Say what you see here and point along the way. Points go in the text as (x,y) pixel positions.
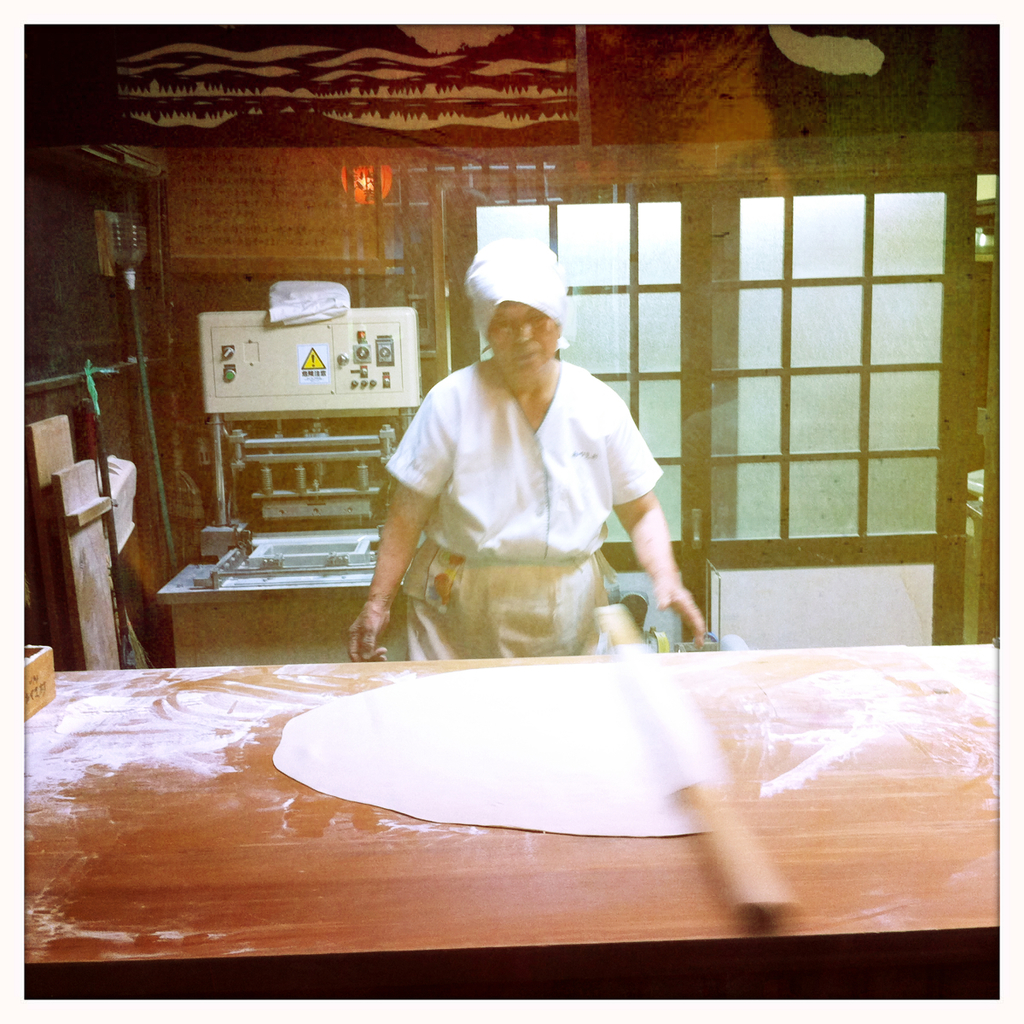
It is a kitchen (130,135), a woman (551,607) is making noodles (327,767) she is rolling the dough (506,719) on the table (442,979) in the background (238,433) there is a machine (367,430), right side (841,274) there is a door (664,330) beside the door (668,299) there is a wooden wall (339,223).
